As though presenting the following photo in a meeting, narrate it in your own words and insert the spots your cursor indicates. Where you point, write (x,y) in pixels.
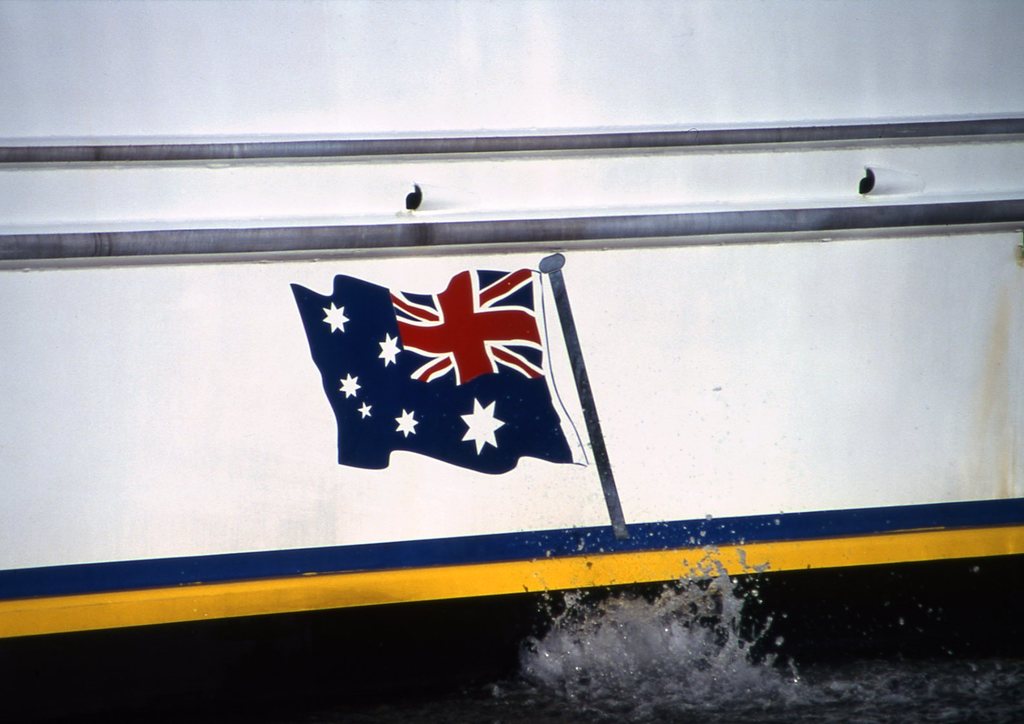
In this image I can see some part of boat (209,90), on which flag poles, flag (386,346), metal rods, at the bottom (502,682) there is water (502,682) visible.
